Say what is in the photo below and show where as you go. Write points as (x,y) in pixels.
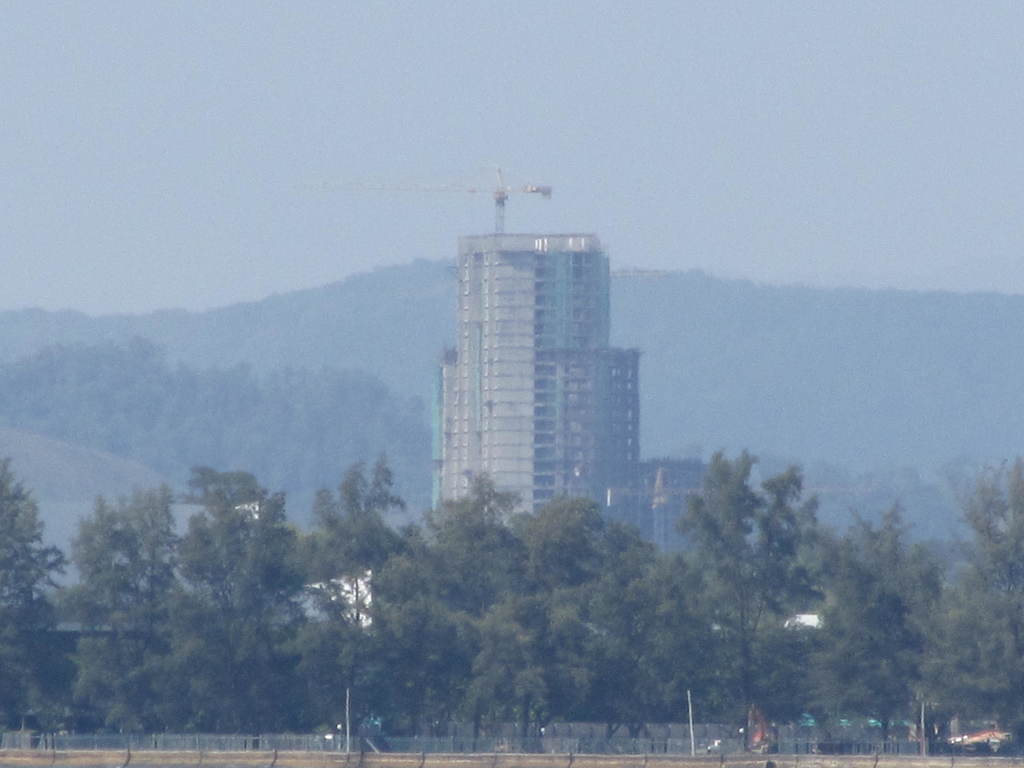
In the foreground of this picture (514,640), there are trees (575,647) and the fencing (534,741) and in the background (560,400), there is a building (588,332), mountain (710,283) and the sky (744,274).
